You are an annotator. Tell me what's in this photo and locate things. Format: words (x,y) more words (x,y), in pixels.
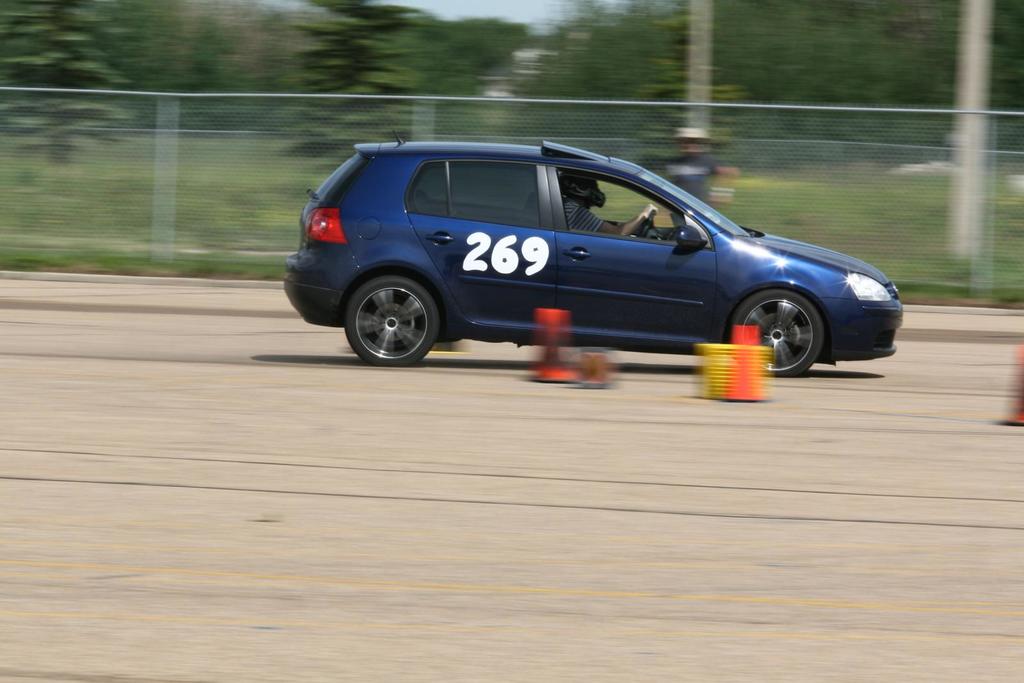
In this image we can see a person (613,228) sitting in a motor vehicle (582,239) on the road (492,350). In the background (249,184) we can see grill (448,123), trees (531,83) and sky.
